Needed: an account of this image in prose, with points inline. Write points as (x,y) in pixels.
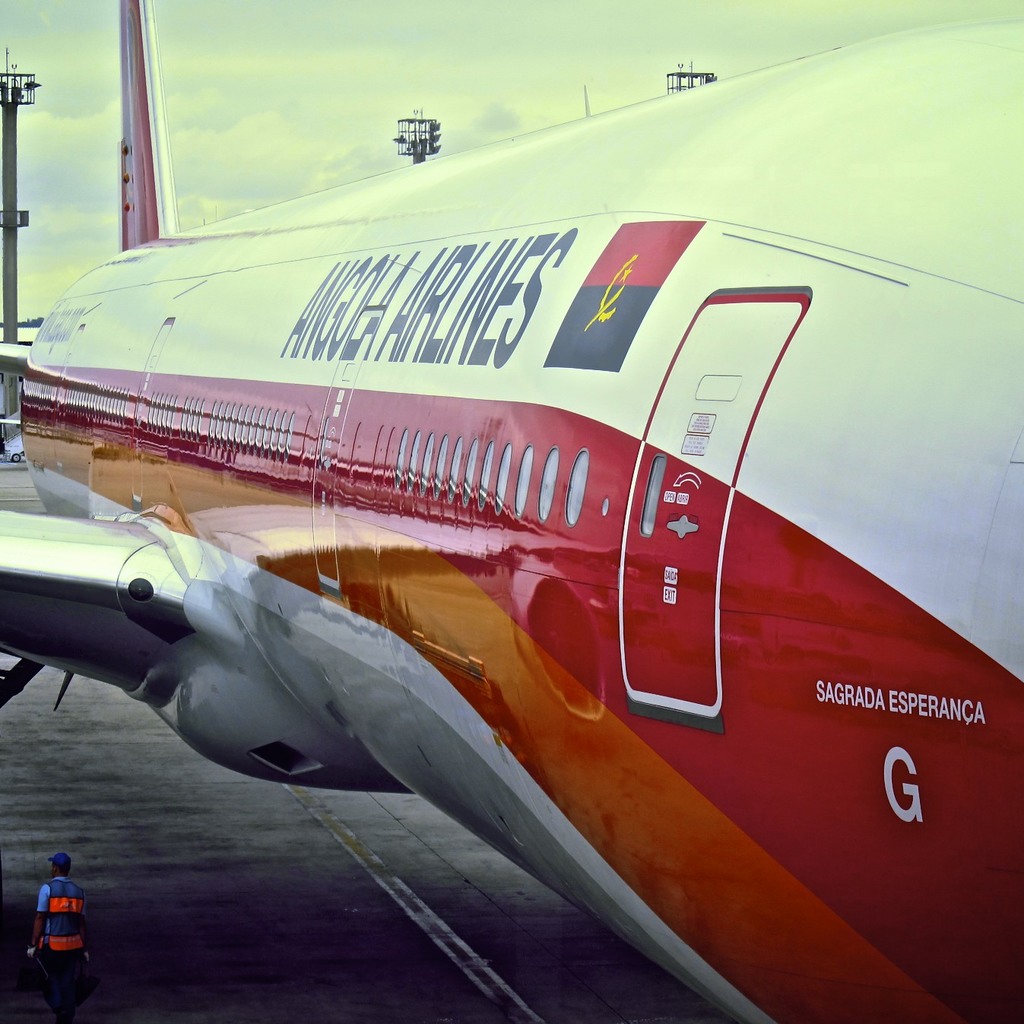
There is an airplane (865,333) in white, red and orange color combination which is on the runway (419,909) on which, there is a person (75,983) walking. In the background (13,329), there is a pole (11,313) and there are clouds (193,70) in the sky (324,60).
